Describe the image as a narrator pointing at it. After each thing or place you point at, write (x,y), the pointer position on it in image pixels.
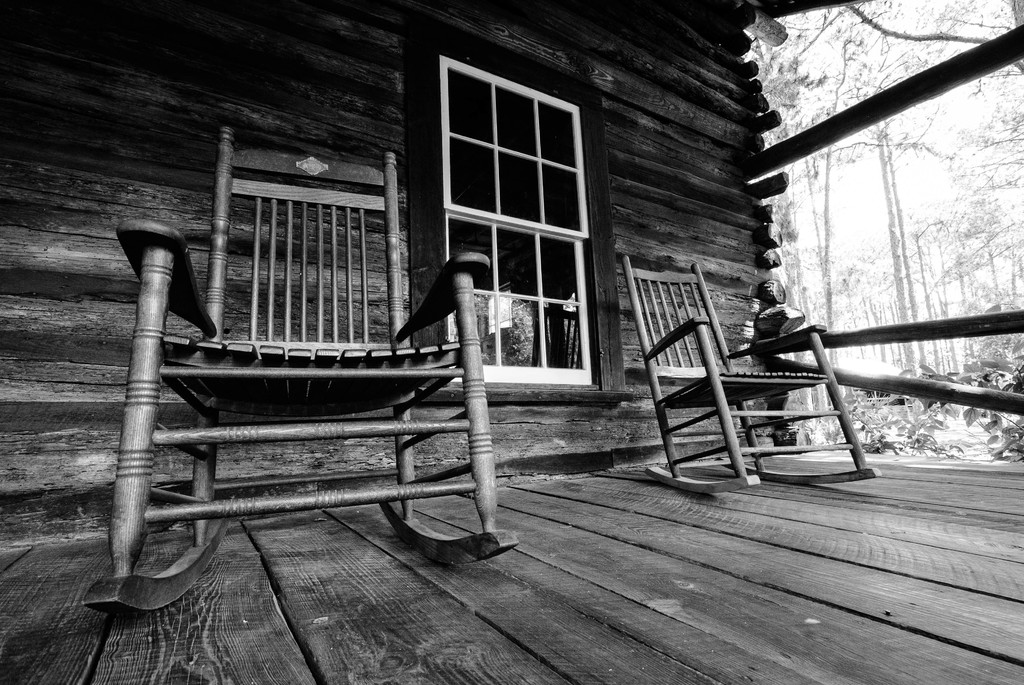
In this image I can see the black and white picture in which I can see the wooden floor (641,563), two chairs (702,393), the house (166,83) and the window (474,161). In the background (922,259) I can see few trees (923,240) and the sky (999,98).
